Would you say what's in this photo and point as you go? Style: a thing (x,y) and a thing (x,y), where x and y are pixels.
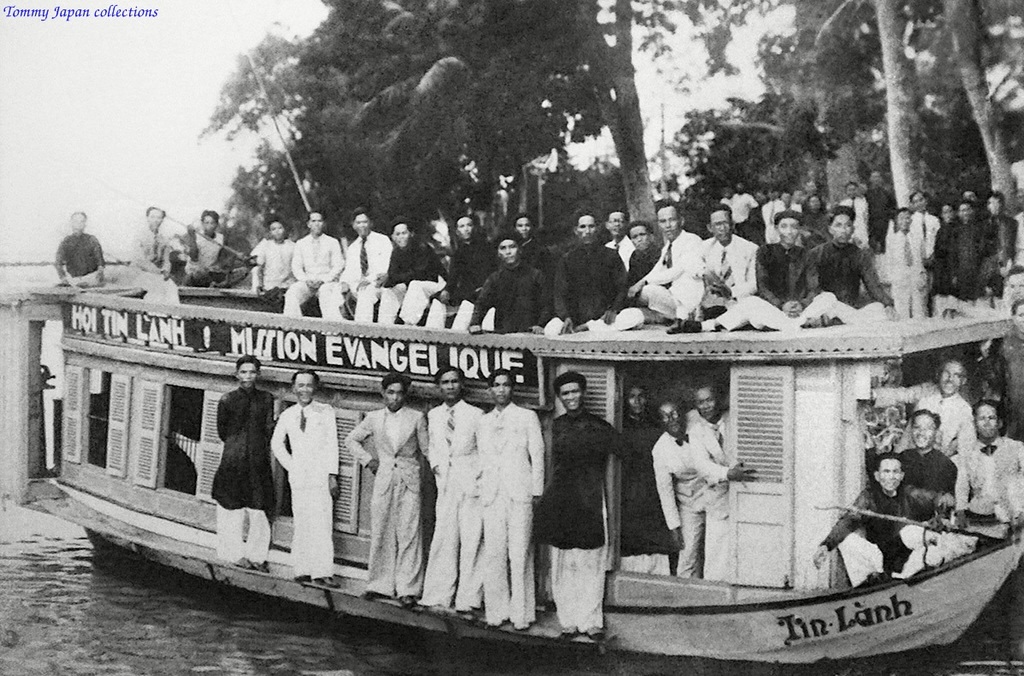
In this picture we can observe a boat (162,407). There are some people (330,484) in the boat (855,446). There are men (325,262). Most of them are not smiling. The boat (765,563) is floating on the water (128,594). In the background (314,125) there are trees (318,112) and a sky (114,104). This is a black and white image. We can observe blue color watermark (33,15) on the left side (18,14).
